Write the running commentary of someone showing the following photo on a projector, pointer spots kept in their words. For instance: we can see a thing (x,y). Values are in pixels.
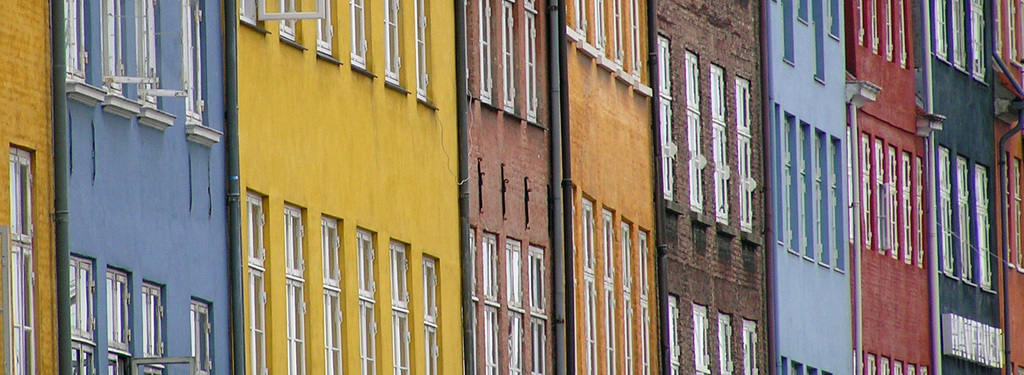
In this picture we can see buildings (478,137), we can see windows (713,127) and pipes (232,251) of these buildings (253,149).
